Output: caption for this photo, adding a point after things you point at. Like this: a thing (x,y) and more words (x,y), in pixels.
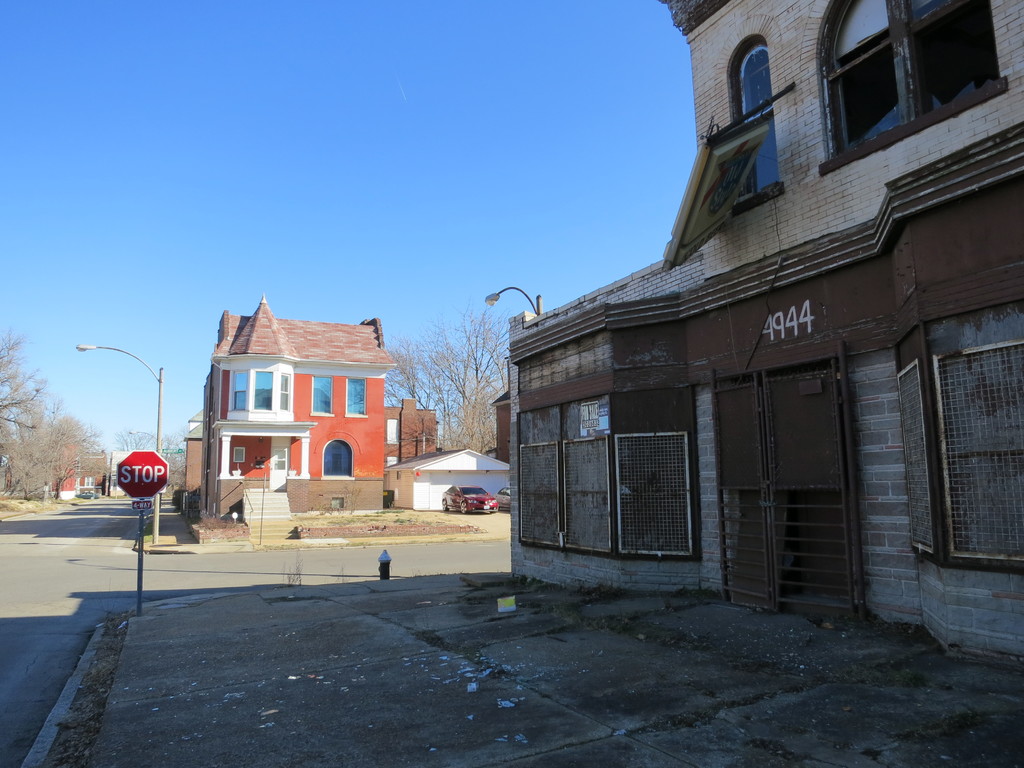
In this picture we can see the road (37,578), beside this road (33,594) we can see a sign board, streetlights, buildings (942,174), vehicles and in the background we can see trees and the sky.
